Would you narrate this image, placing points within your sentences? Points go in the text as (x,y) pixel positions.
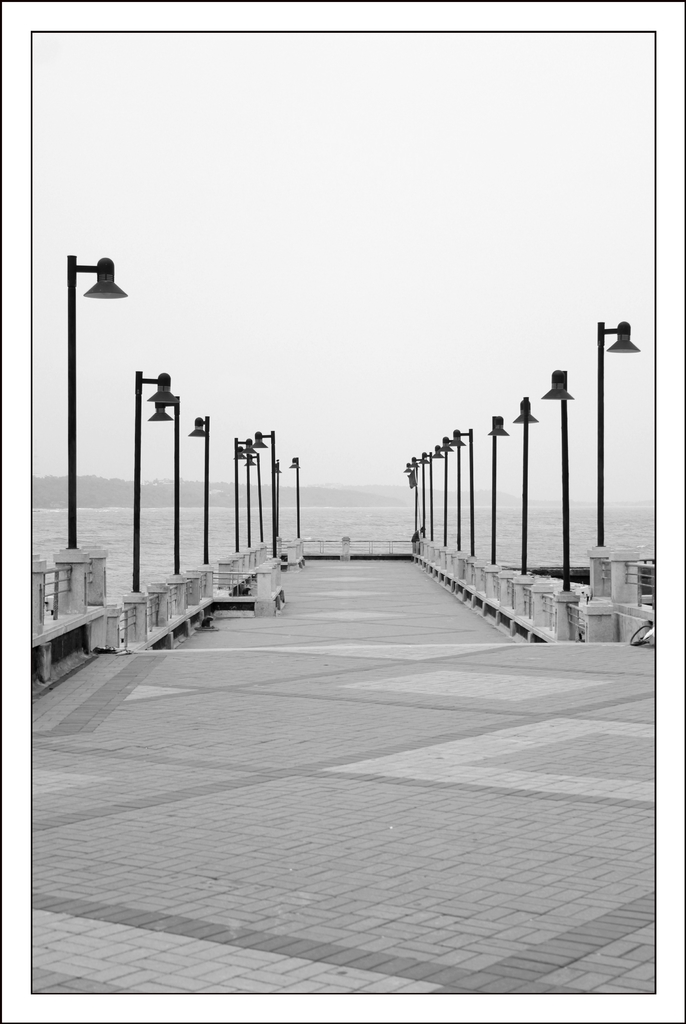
This is a black and white picture. In this picture we can see a few street lights (71,519) on the right (496,485) and left side of the path (317,707). We can see water (127,529) and a few things (93,487) in the background (321,513).
